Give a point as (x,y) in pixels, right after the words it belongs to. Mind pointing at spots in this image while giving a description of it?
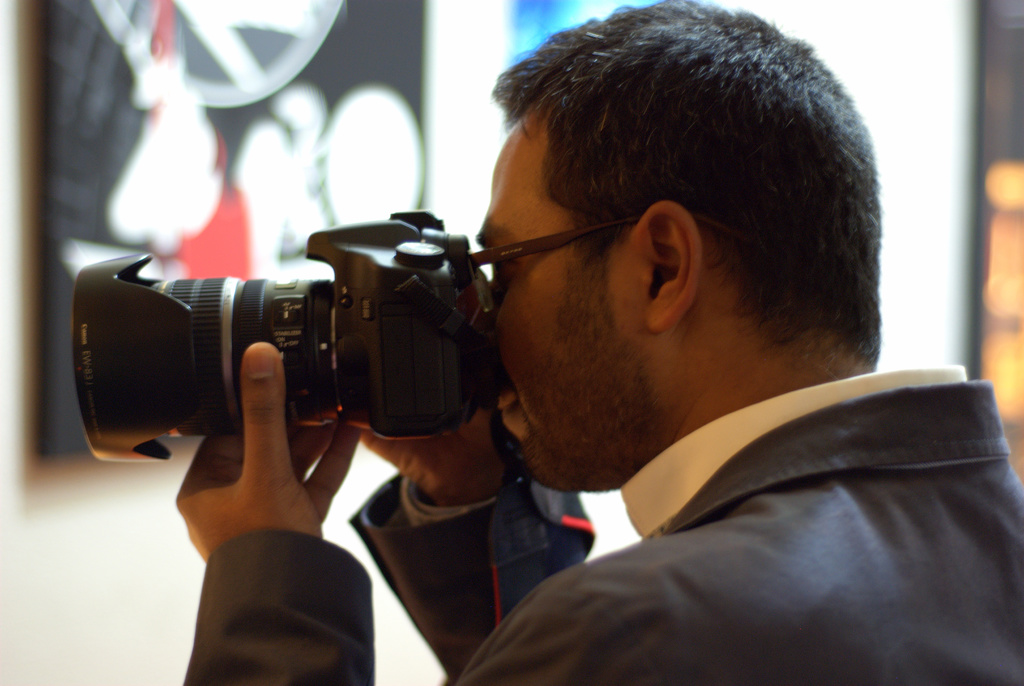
In this image we can see a person (881,669) on the right side (823,71) and he is clicking an image with this camera (341,333).
